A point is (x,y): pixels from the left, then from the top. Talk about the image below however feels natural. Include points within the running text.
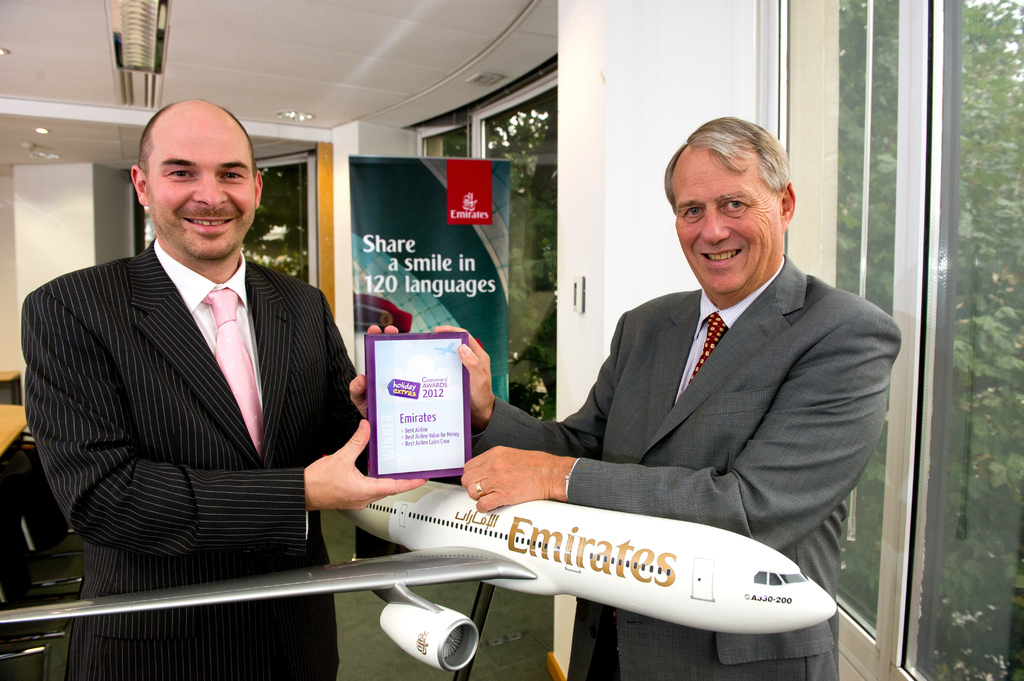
In this picture I can see 2 men (662,328) standing in front (720,349) and I see that, they're holding a thing (420,369) in their hands (485,358) and I see something is written on it and I see that they're wearing suits (257,333). I can also see a depiction of an aeroplane (781,589) in front (100,612). In the background (456,189) I can see a board (413,163), on which there is something written and I can see the windows (967,41) on the right side of this picture (942,352) and through the windows (887,14) I can see the trees (526,298).
